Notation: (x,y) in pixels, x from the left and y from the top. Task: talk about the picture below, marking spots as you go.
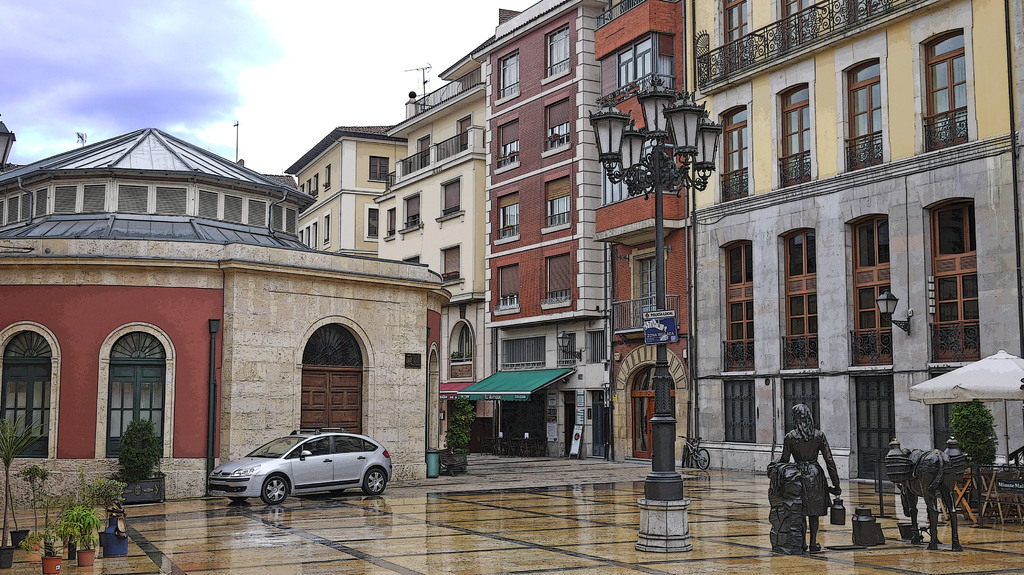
In this picture we can see a car (249,473) on the ground (383,502), pole (659,358), sun shade (510,376), statues (940,479), umbrella (988,390), house plants (973,405), buildings (331,403) with windows (960,132) and in the background (61,53) we can see the sky (208,24) with clouds (190,77).
